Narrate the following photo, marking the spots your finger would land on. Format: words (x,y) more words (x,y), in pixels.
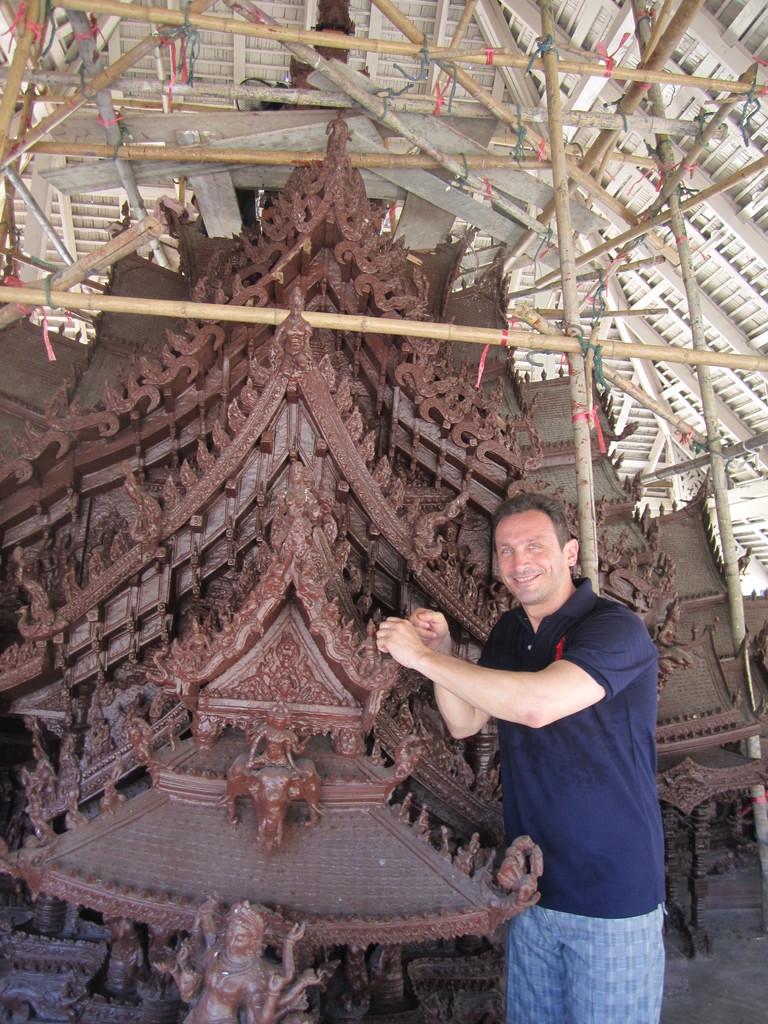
Here we can see a person (624,983) is standing and smiling. Beside him, we can see some wooden architecture (214,777). Background (603,191) we can see roof (564,95), wooden poles (555,216).
